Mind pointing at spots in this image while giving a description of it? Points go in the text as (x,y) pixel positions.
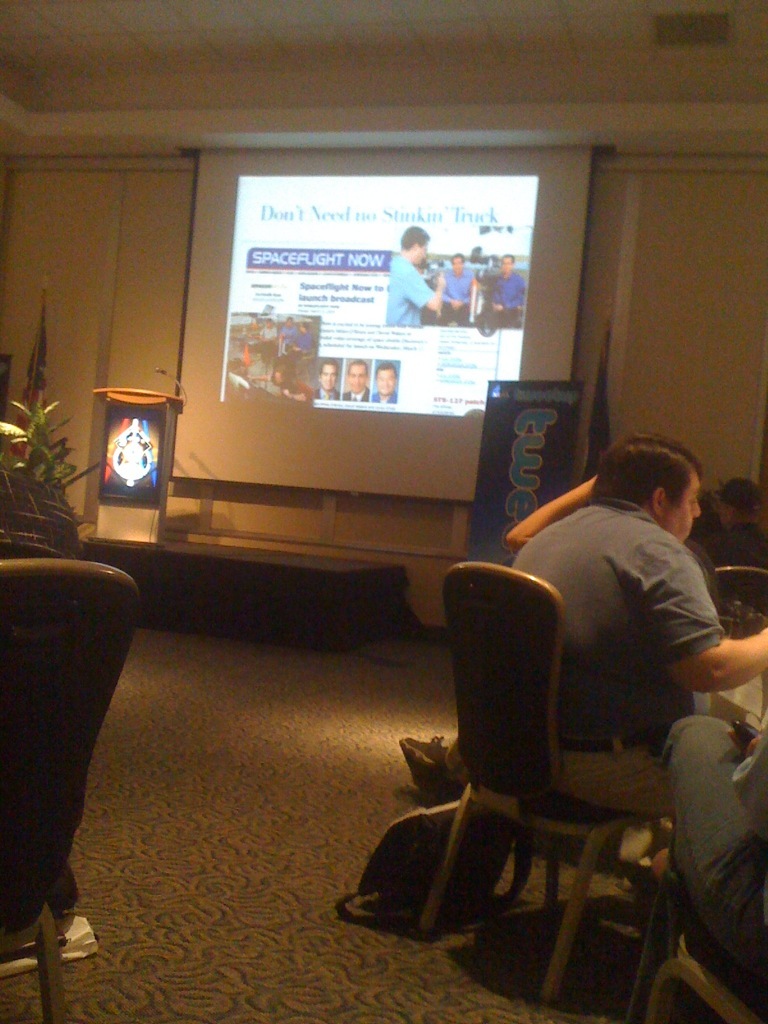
This image is clicked inside a room (253,643). There are chairs (484,778) on which people (550,562) are sitting. There is a projector screen (385,312) in the middle (391,400). That is a podium (119,471) near the screen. There is flag (45,381) on the left side (20,416). There is a plant (48,440) on the left side (36,426).
